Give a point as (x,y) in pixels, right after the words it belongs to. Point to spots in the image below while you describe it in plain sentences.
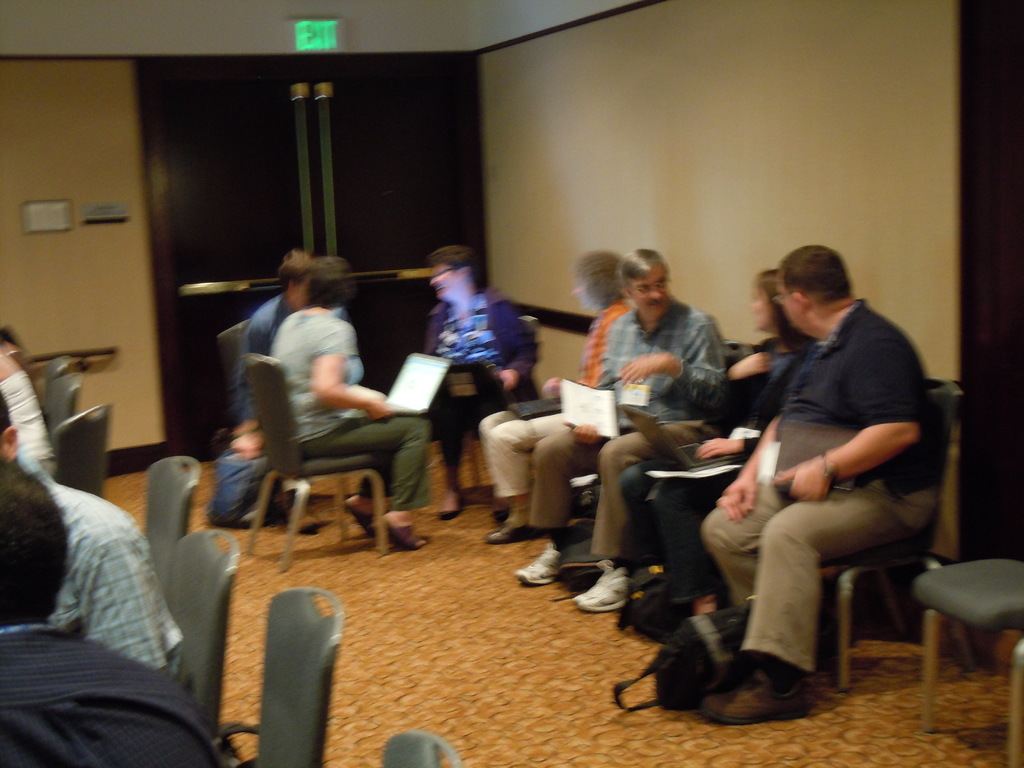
In the image few people (852,335) are sitting on chair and holding laptops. Behind them there is a wall (118,190).
